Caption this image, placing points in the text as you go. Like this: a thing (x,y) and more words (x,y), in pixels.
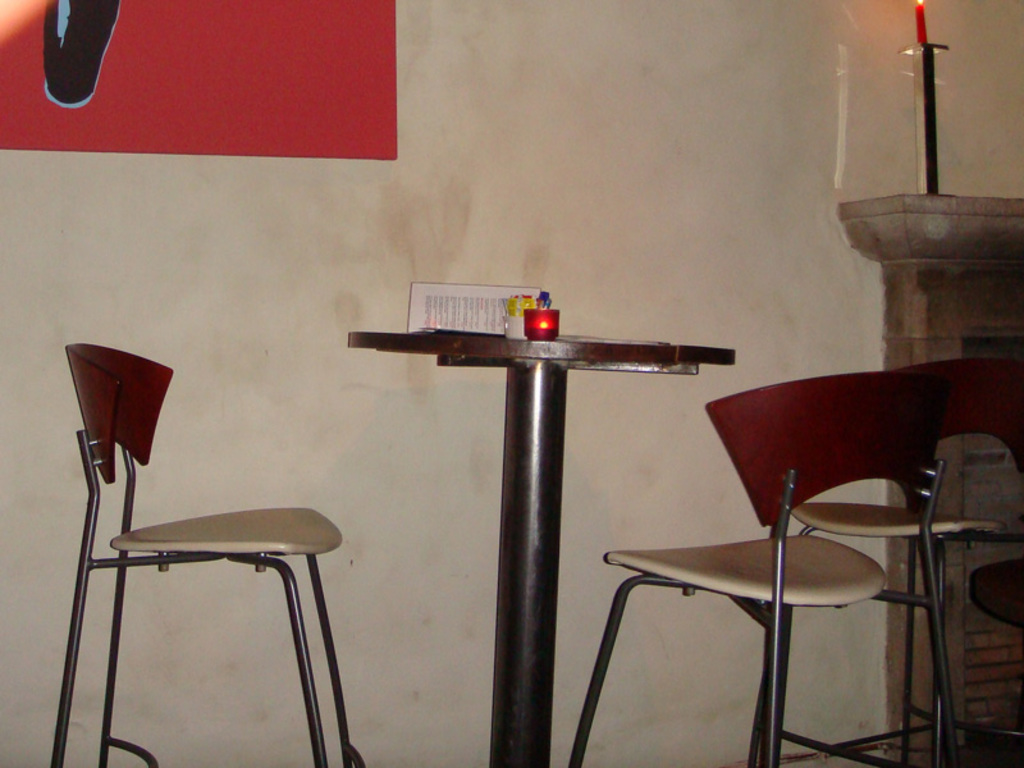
There is a table (489,335) on which there is a candle (534,323) and a book (486,321). There are several chairs (249,540) and a candle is present at the back (919,80).
